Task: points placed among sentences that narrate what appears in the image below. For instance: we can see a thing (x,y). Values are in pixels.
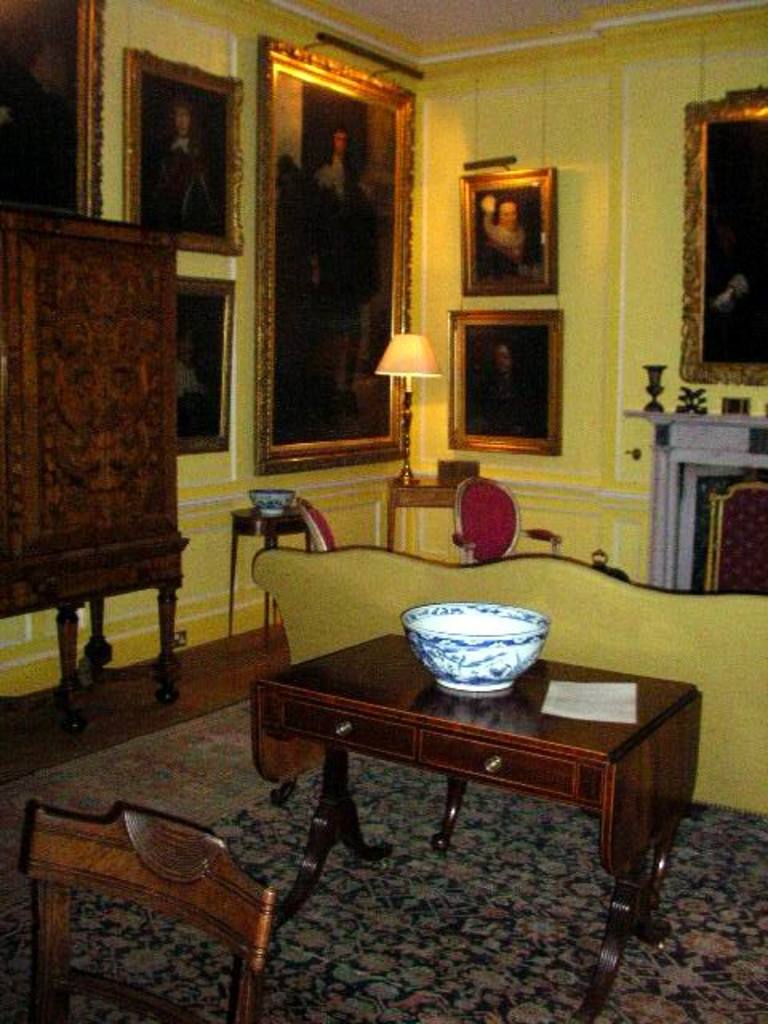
This is the picture of a room (760,509) where we have a table (460,766) on which there is a bowl (532,636) and some paper (576,694) and to left side wall (241,17) there are some frames (281,263) and to the right side of wall (589,160) there are frames (495,292) and desk (671,412) on which some things (687,406) are placed on it and there is a floor mat (471,948) on the floor (482,955).
